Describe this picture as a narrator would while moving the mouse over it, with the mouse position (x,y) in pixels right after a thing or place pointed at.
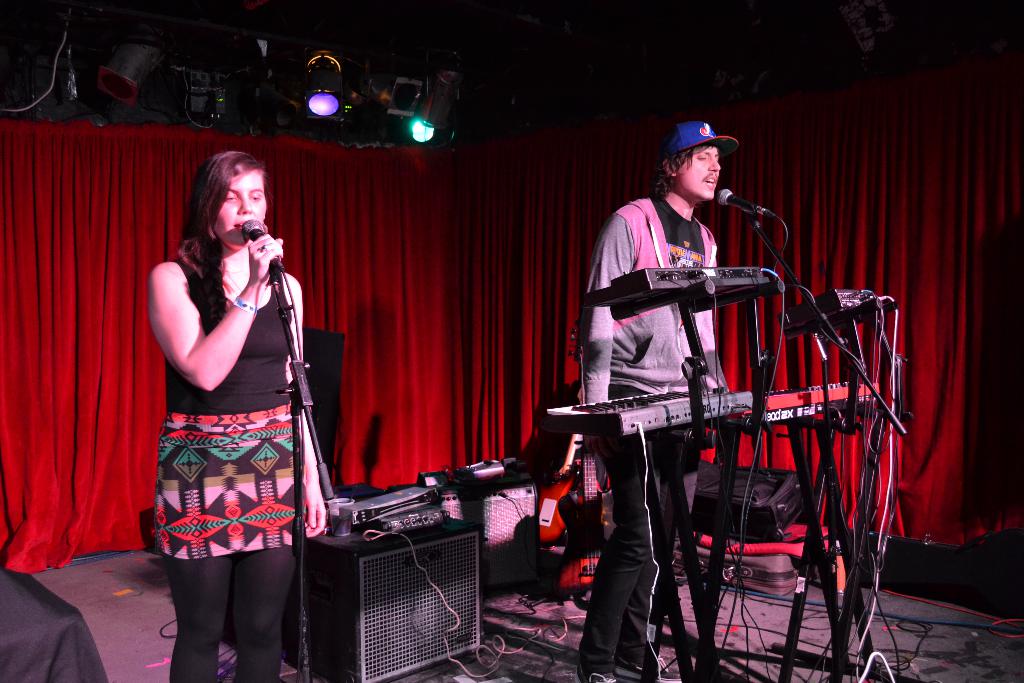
on a stage (497,640) which is surrounded with red curtains (144,285) and there is a man (666,467) standing in front of piano (775,418) and microphone (724,202) and singing a song. And on the other side there is a woman (241,239) standing holding microphone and singing along with them. There is a sound box (394,630) in between them.
